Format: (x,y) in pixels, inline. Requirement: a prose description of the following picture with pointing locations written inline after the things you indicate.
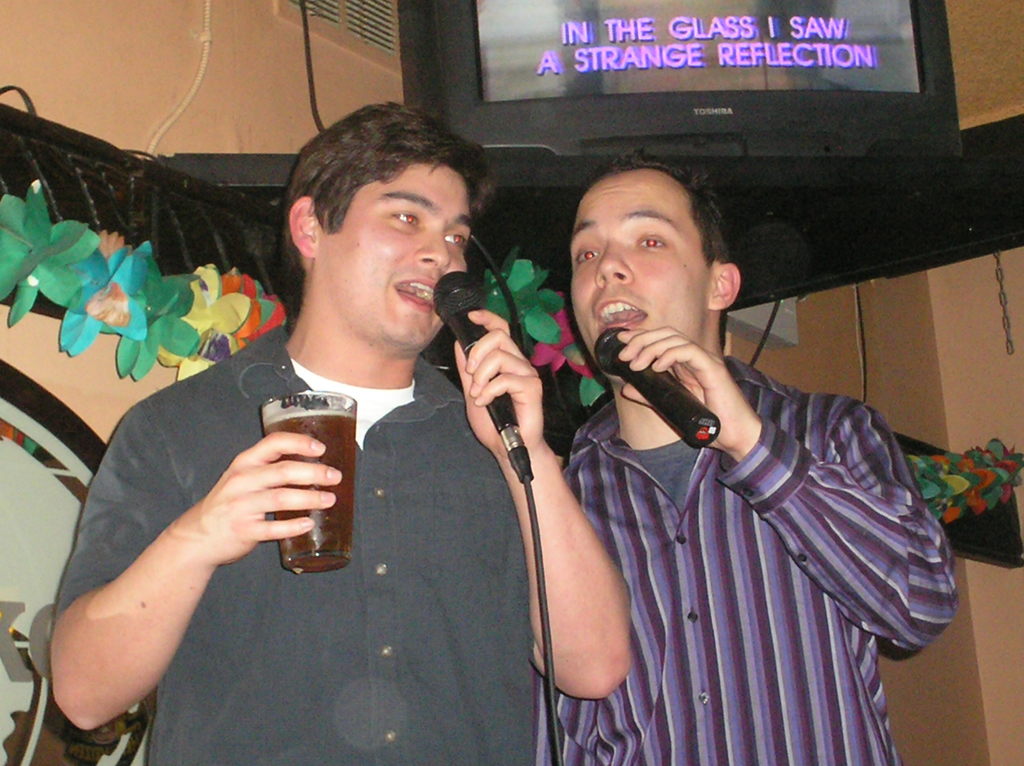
In the image there are two men (569,537) singing on mic (628,380) holding a beer glass (353,434) and above them there is a tv screen (577,92) and back side of them there are flower ribbons (173,289).
